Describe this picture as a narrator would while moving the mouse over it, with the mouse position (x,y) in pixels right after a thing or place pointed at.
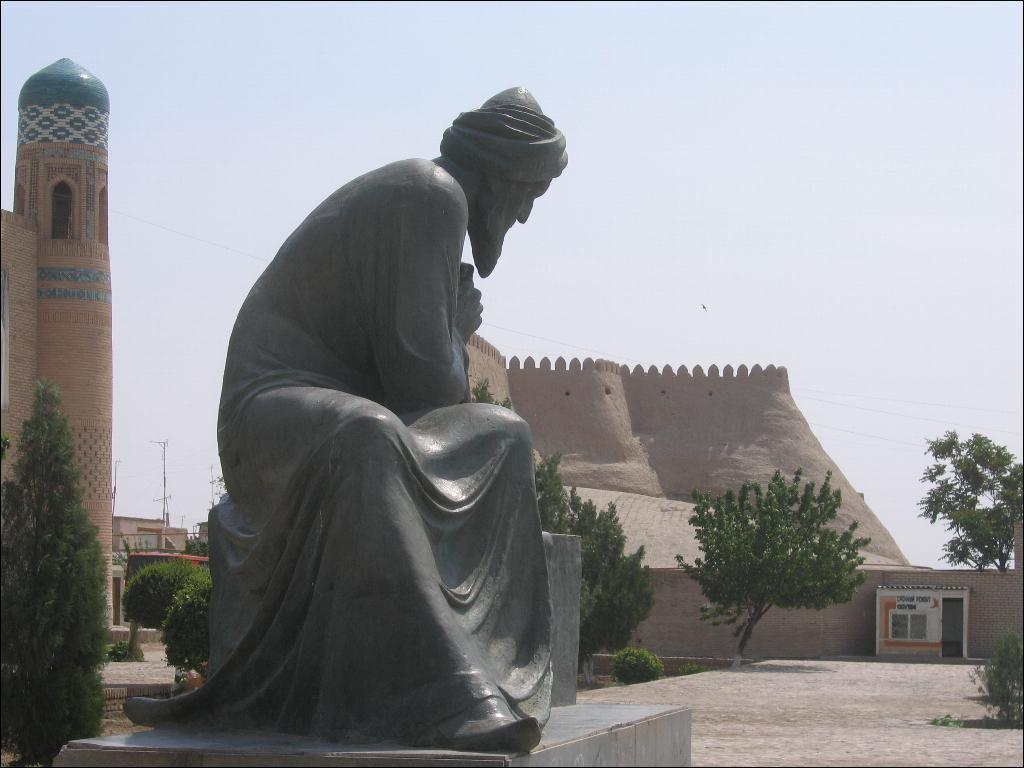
In a given image I can see a sculpture (447,144), architectural (47,169), plants (963,562), pole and in the background (432,89) I can see the sky (286,89).
